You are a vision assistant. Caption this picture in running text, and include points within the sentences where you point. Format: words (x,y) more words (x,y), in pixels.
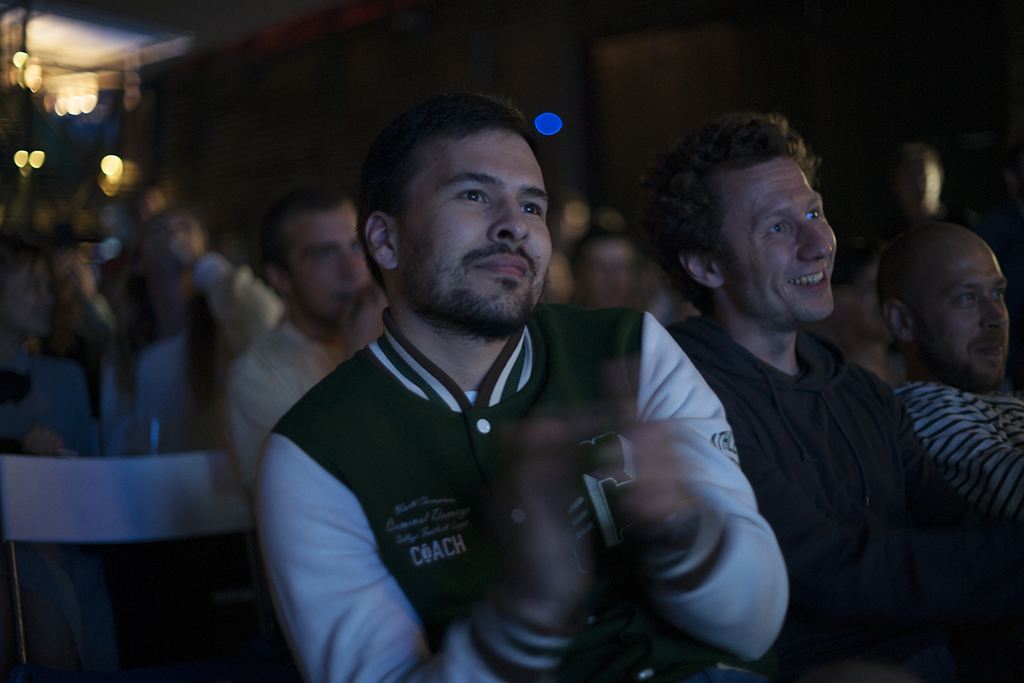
In this image we can see some persons (692,444). In the background of the image (13,253) there are some persons (47,335), lights (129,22) and other objects (15,125).
